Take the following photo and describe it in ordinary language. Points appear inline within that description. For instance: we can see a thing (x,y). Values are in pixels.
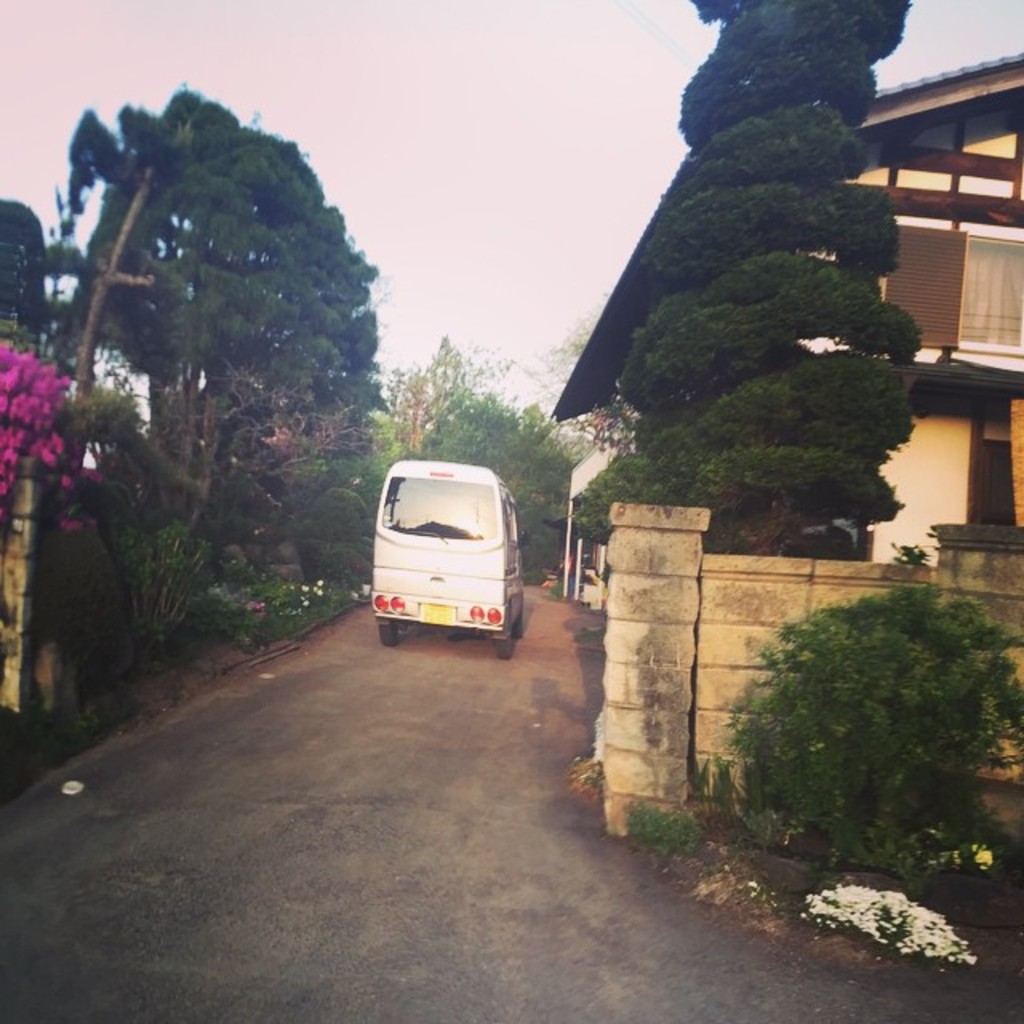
In this image we can see there is a vehicle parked in front of the building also there are so many trees (137,569) surrounded.
